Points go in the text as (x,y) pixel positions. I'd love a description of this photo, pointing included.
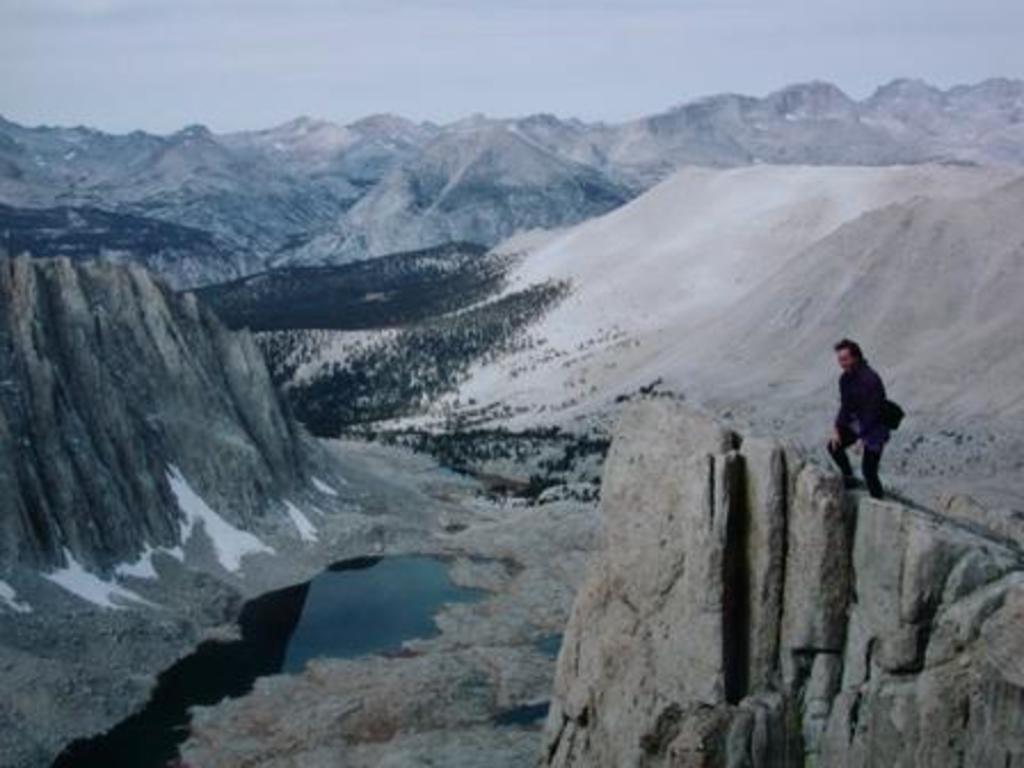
There is one person (853,480) standing on a mountain (775,506) as we can see on the right side of this image (865,444), and there are some other mountains (555,326) in the background (417,228). There is a surface of water (329,648) at the bottom of this image (323,623). There is a sky (512,76) at the top of this image (479,66).
